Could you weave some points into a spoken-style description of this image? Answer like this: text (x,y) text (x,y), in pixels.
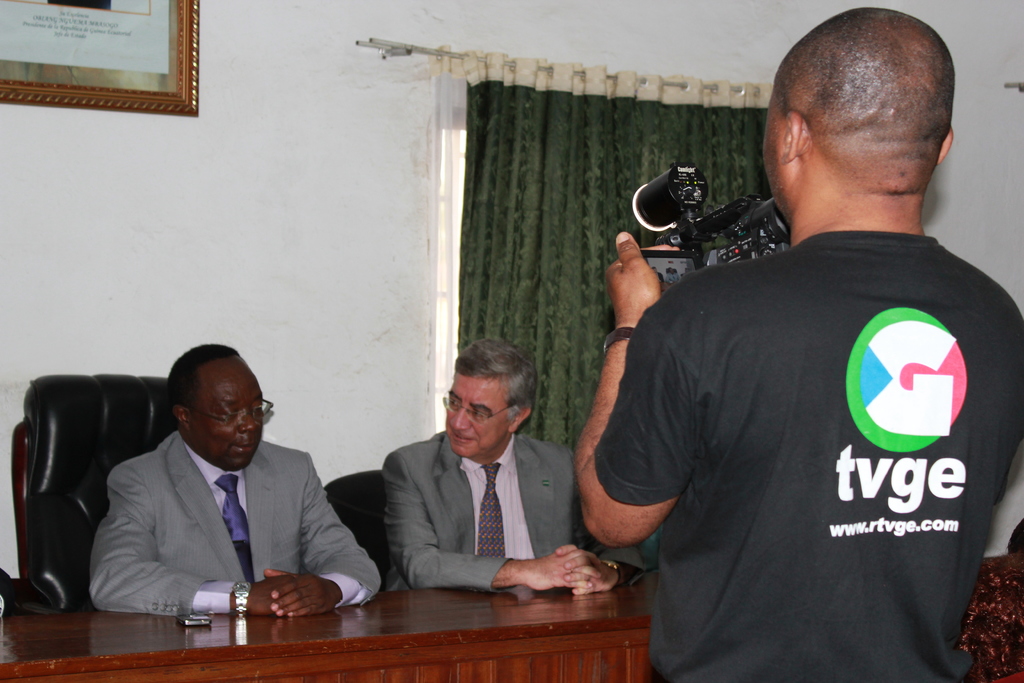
A person (826,253) is standing at the right (879,252) wearing a black t shirt (828,658) and holding a camera (719,246). 2 people (211,514) are sitting on the black chairs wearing suit (173,529). There is a table (558,641) in front of them. There is a green curtain (540,140) and a photo frame (184,86) on a white wall (267,115).
